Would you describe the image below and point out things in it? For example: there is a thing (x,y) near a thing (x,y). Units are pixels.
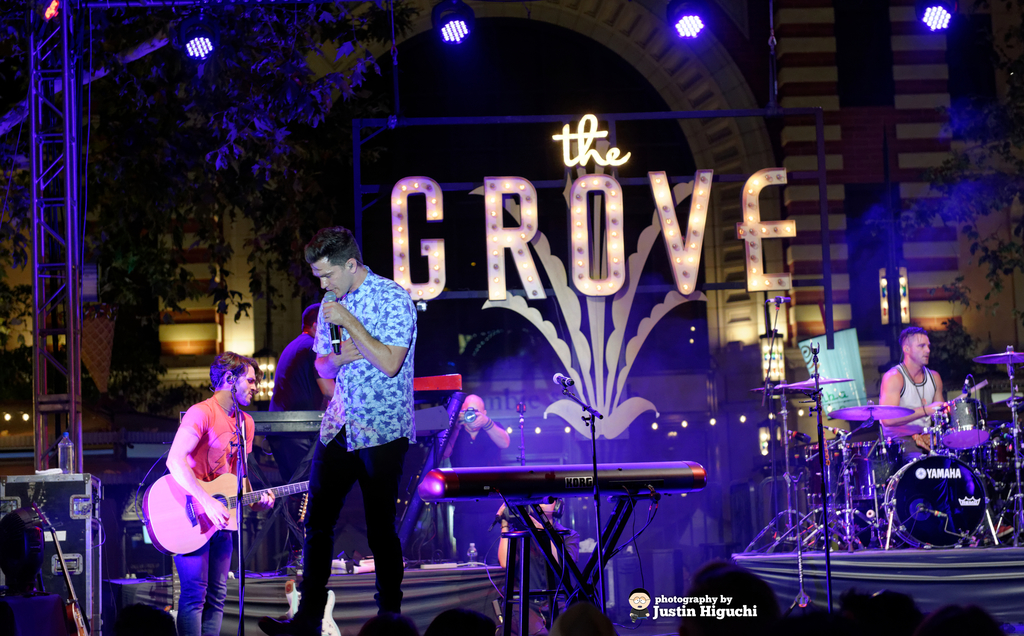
In this image there is a man (368,538) standing on the stage (352,574) and singing in microphone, behind him there are other people (213,562) and playing musical instruments (970,490).
